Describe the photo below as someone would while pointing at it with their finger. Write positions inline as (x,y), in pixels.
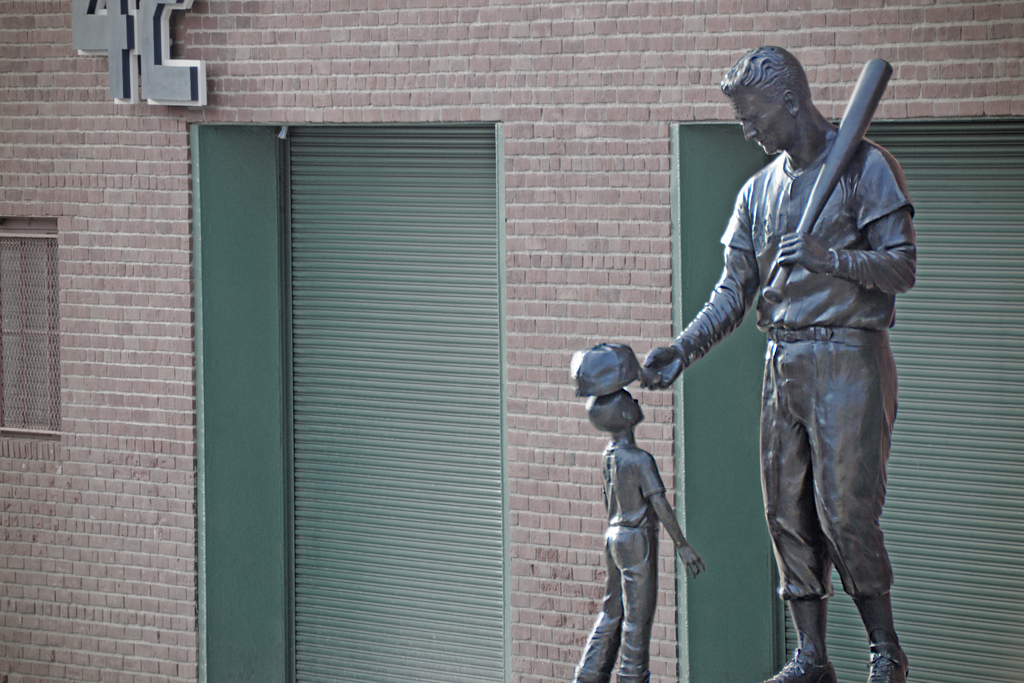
In this image we can see a statue (804,343). In the background (709,455), we can see a building (361,157) with doors (372,411), window (54,313) and a signboard (132,58) with some text (134,71).
